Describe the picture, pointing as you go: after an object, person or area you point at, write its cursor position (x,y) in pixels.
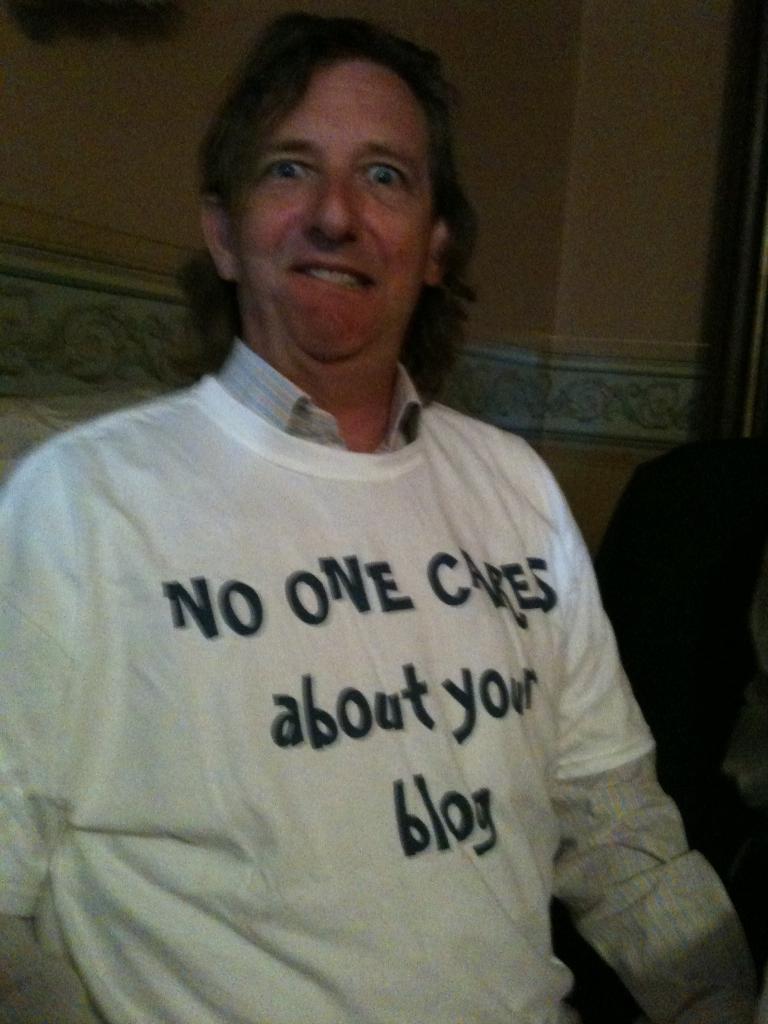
In the image we can see a man (245,767) wearing clothes (227,843). There is a wall (586,205) and the person (356,340) is giving facial expressions.
